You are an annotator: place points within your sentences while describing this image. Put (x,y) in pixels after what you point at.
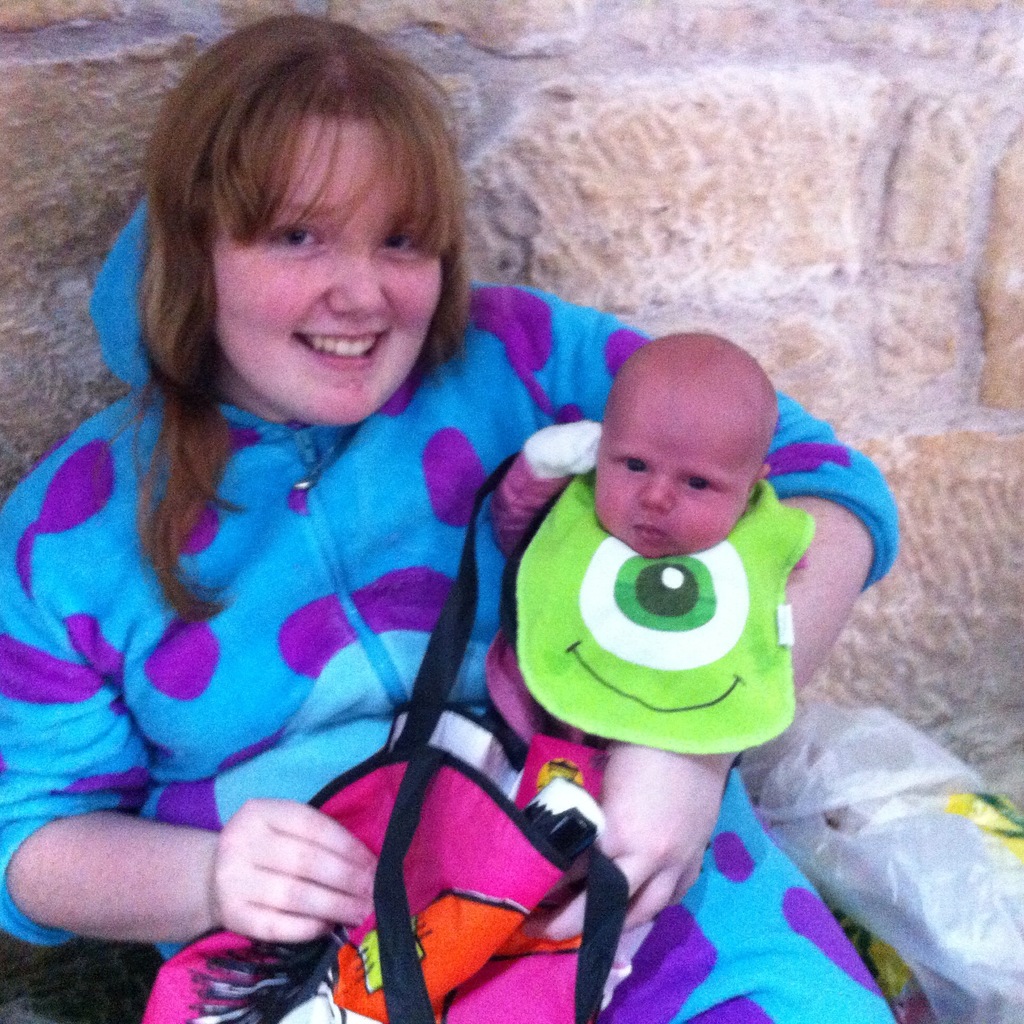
In this image, we can see a person (554,368) wearing clothes (183,679) and holding a baby (535,537) with her hand (699,792). There is a plastic cover (949,826) in the bottom right of the image (939,925). There is an object (409,837) at the bottom of the image (341,973). In the background (642,138), we can see a wall (974,578).
